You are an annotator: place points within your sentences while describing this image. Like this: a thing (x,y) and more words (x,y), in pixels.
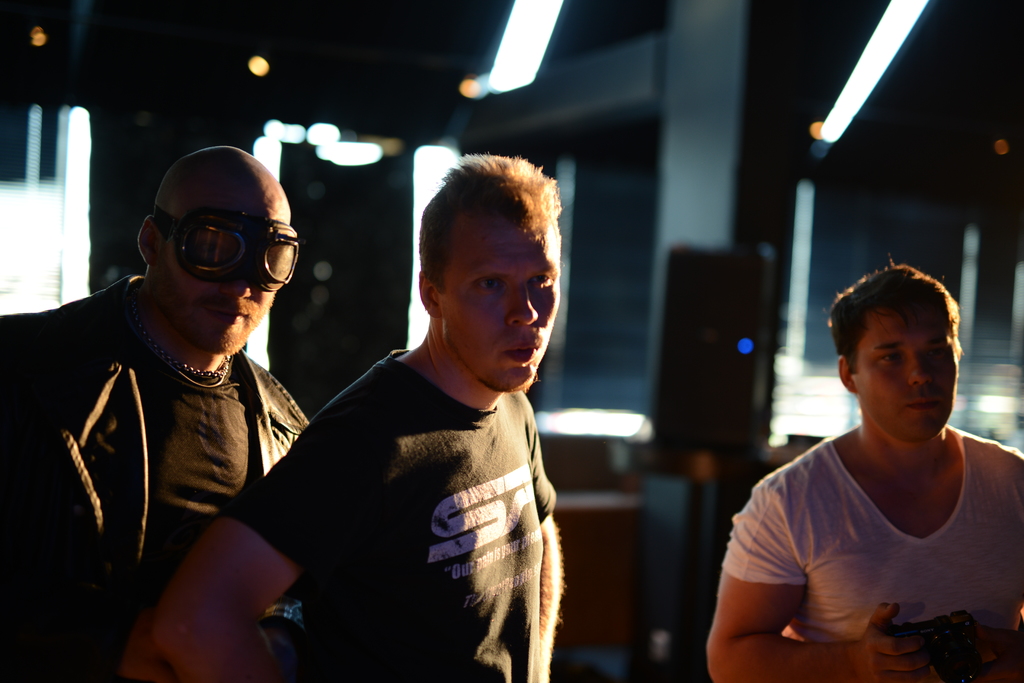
In this image we can see three persons (402,499) and among them a person (893,645) is holding a camera (898,628). The background of the image (1002,145) is blurred.
